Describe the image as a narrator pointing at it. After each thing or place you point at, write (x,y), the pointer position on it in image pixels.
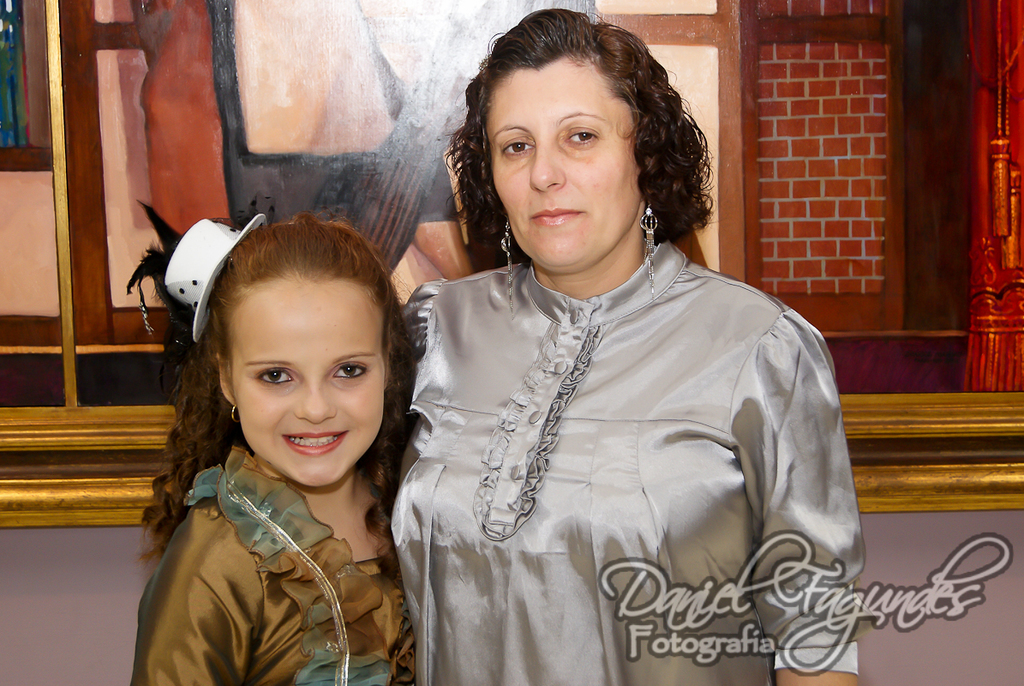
Here woman (511,473) and child (333,555) is standing, there is photo frame (108,463) on the wall (120,639).
